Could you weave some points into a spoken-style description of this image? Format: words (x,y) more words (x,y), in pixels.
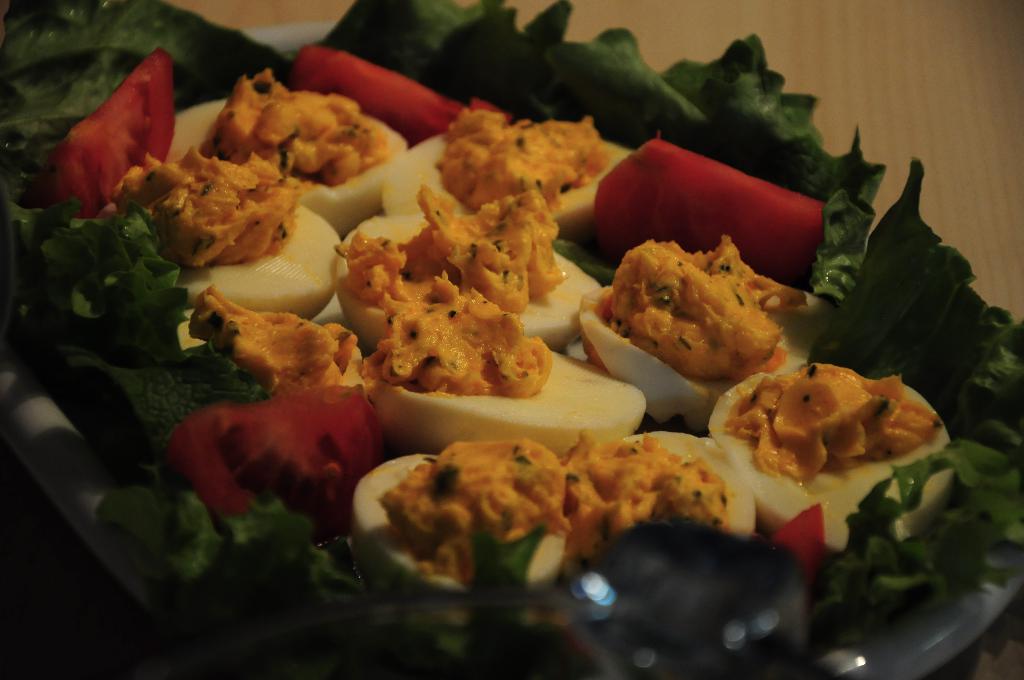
In this image we can see some food item (185,568).
